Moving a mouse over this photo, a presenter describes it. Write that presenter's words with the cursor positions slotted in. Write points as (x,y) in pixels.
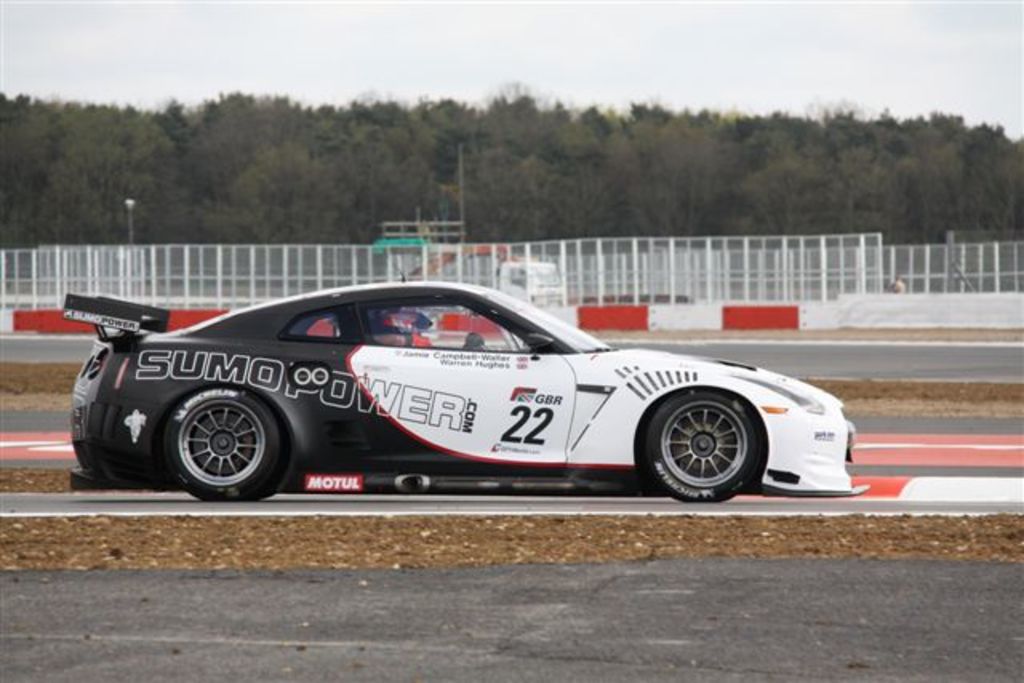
In this image I can see a car (363,413) which is black and white in color is on the road (495,506). I can see the ground (478,555), the white colored railing (646,256), a truck (544,298) and few trees (486,148). In the background (936,74) I can see the sky (810,69).
